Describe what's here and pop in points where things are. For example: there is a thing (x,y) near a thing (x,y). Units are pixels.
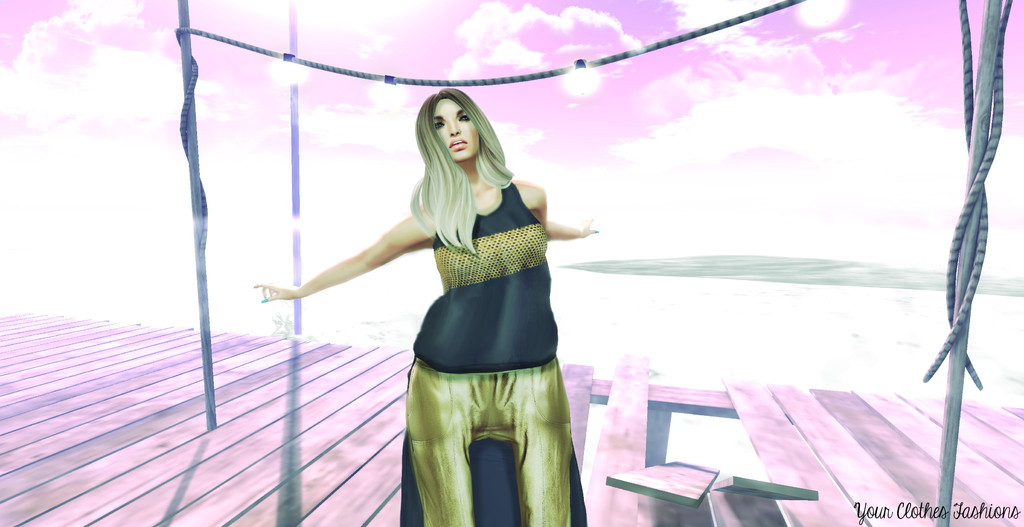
This is an edited and graphical image in which there is a woman (475,318) standing in the center (469,297) and there are poles (964,243) and rope (559,74) and the sky (531,108) is cloudy.
